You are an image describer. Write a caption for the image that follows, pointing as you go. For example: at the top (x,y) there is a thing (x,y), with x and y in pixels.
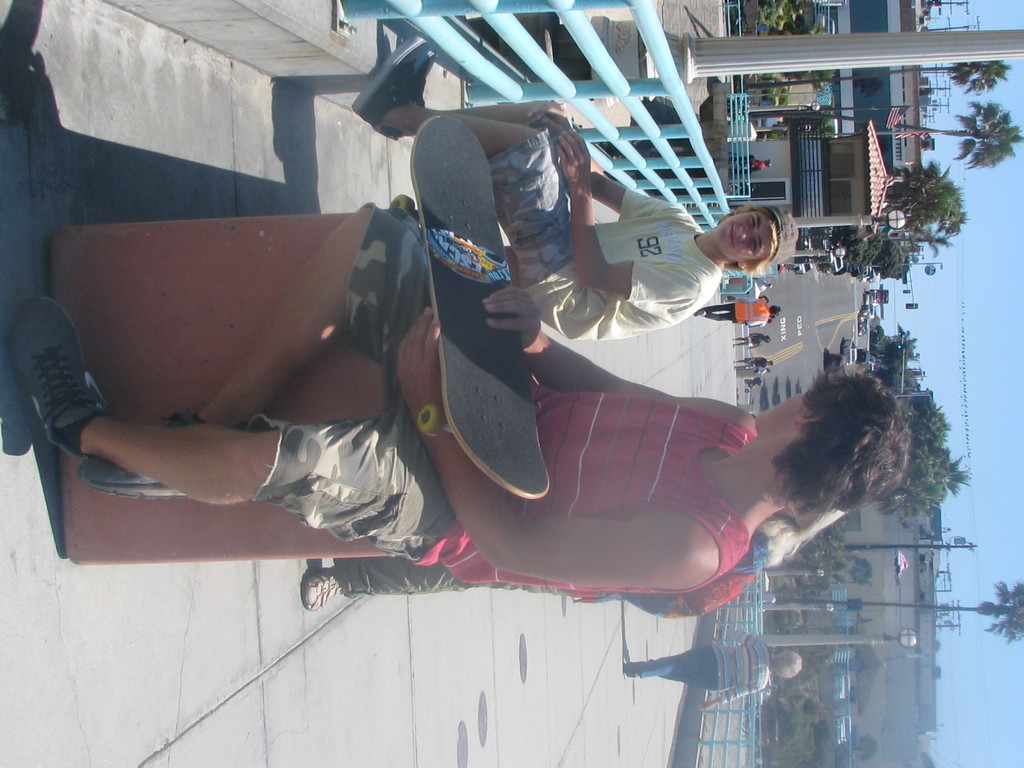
In this image we can see two men (594,331) sitting on blocks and one of them is holding a skateboard (497,380) in his hands (496,302). In the background (862,84) we can see buildings (889,137), trees (913,229), flags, flag posts (837,114), pillars (690,73), grill (679,180), persons (676,675), electric poles (844,606), street poles (811,643), street lights (799,638) and sky (968,271).
